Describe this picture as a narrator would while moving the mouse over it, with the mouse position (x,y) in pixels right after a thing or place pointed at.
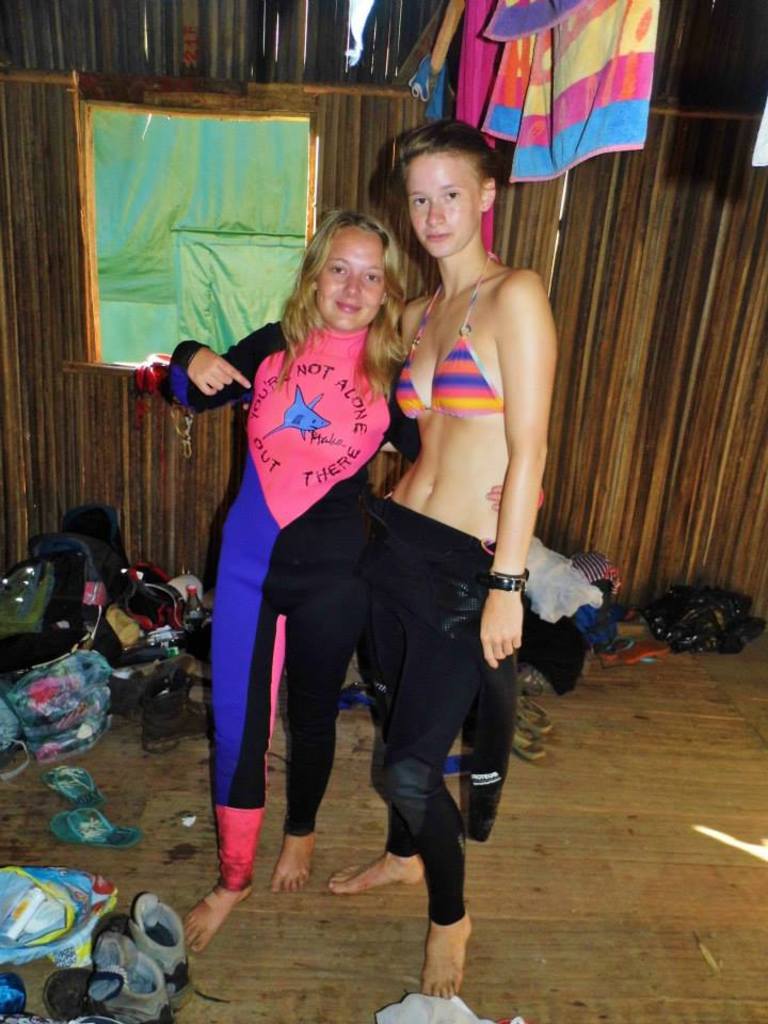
In this image I can see two persons (465,514) standing. The person (283,514) at left (248,532) wearing blue and black color dress (266,532), background (248,188) I can see a frame (252,199) attached to the wooden wall (244,53) and I can see few colorful clothes (529,52).
